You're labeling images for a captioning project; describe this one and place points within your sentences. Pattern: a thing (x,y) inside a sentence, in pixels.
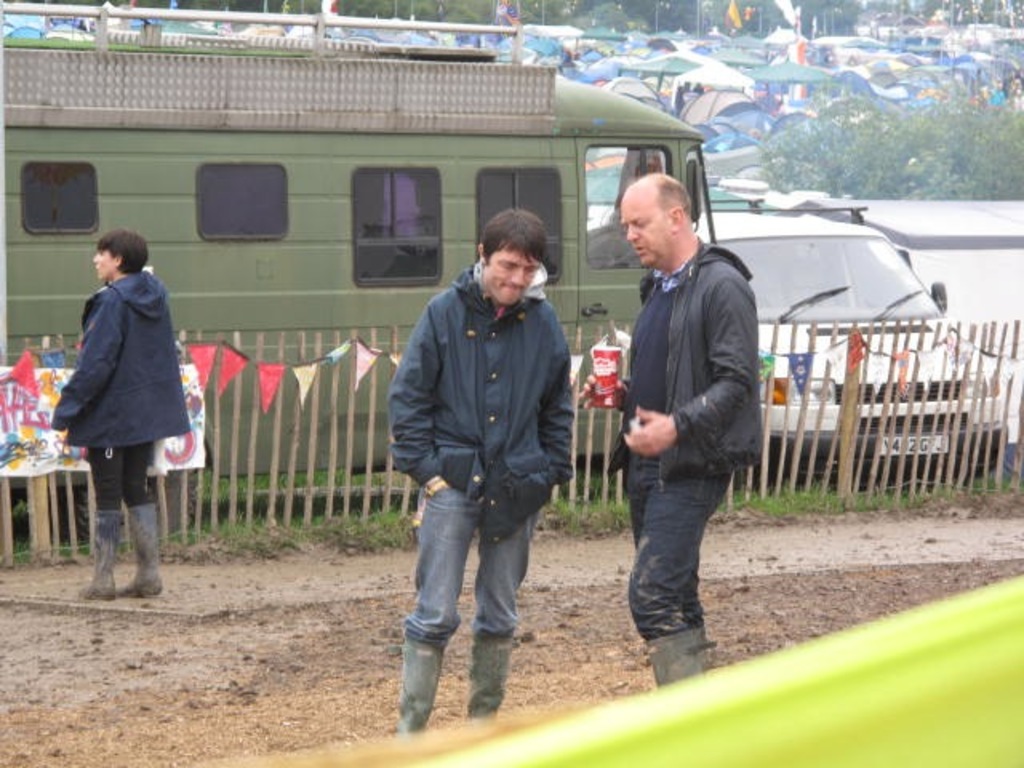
In this image we can see there are people (480,605) on the ground (586,550) and in front of them there is a green color object (734,711). At the back (323,395) there is a fence (218,415), banner (27,447), trees (616,16), vehicles (790,236), flags (225,356) and umbrellas (730,159).
